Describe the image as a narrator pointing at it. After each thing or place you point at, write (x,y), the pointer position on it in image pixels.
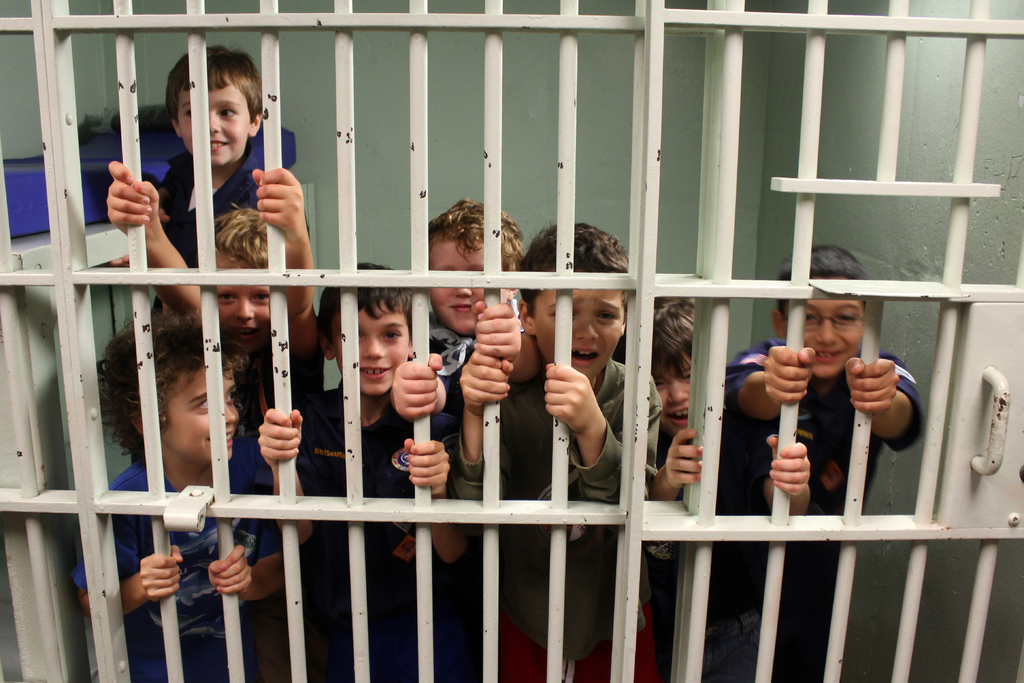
In this image we can see there are few children (559,371) are standing, In front of them there is a gate (434,508).
